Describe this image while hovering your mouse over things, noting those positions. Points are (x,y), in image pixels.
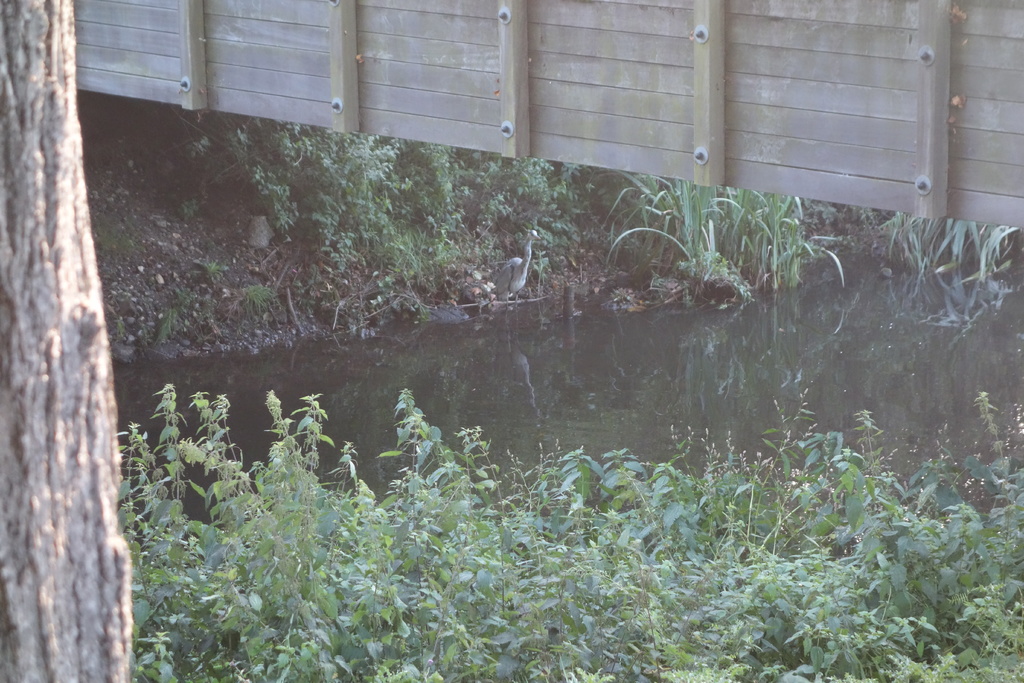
There are water (736,371) and there are few plants (848,563) on either sides of it and there is a fence wall (646,100) above it.
